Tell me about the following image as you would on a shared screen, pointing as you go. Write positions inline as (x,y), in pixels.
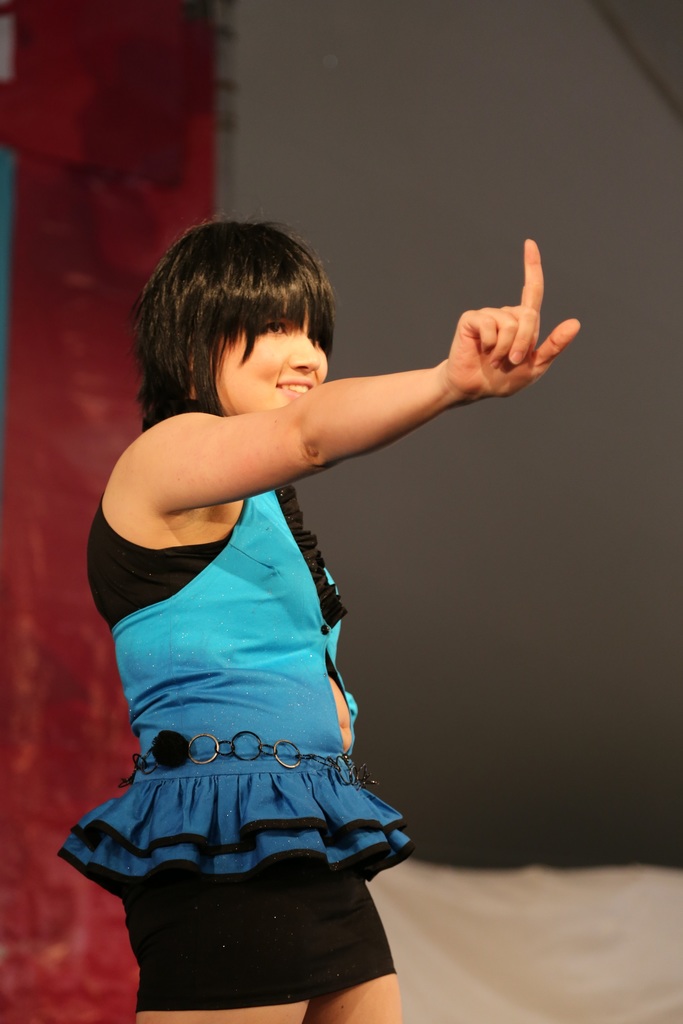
In this image we can see a girl (305,758) standing. In the background of the image (255,150) there is a wall (421,156).
